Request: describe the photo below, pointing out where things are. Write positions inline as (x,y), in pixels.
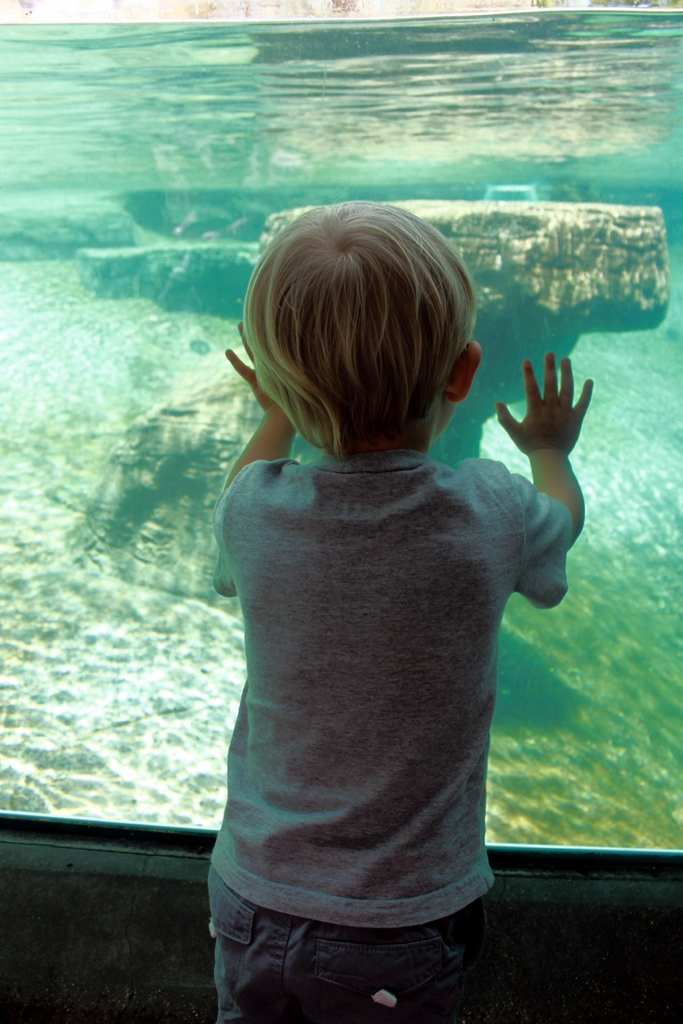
In the picture there is a child (486,621) standing near the water (118,515), in the water (32,697) there are stones (155,535) present.
